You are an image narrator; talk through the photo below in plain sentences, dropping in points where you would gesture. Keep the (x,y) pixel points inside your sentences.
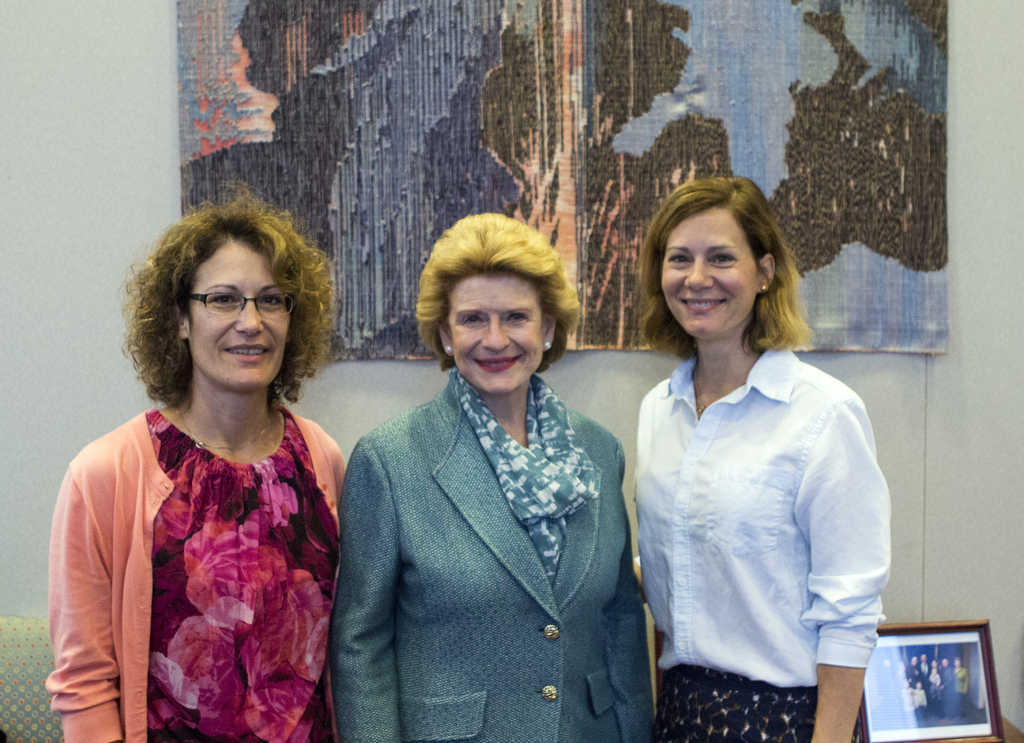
In this picture I can see three women (573,420) in the middle (515,399), in the right hand side (989,708) I can see a photo frame (910,699).
